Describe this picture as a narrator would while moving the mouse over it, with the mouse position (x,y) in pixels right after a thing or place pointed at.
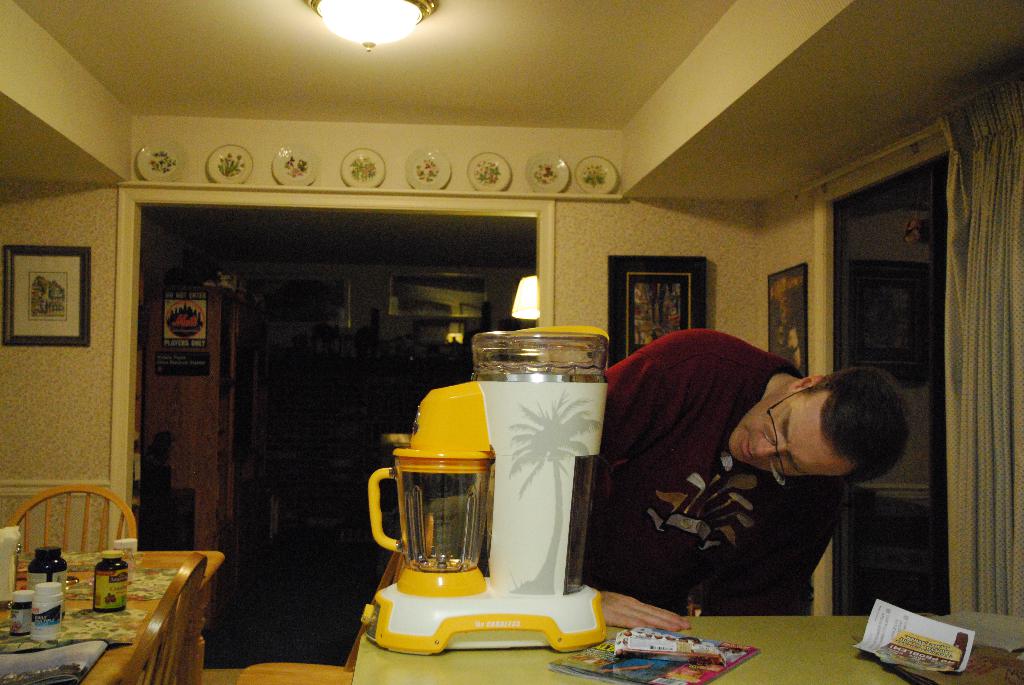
There is a juicer (480,555) and it is kept on the table (803,627) in front of the table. A man (707,488) is standing and observing the juicer (515,546), in the left side there is a dining table (136,579) and in the background (22,405) there is wall (749,295) and to the wall (584,218) there are some photo frames (659,284). Beside the wall (107,291) there is a room (537,304) and there are some other objects (371,331) kept inside the room (402,281).
